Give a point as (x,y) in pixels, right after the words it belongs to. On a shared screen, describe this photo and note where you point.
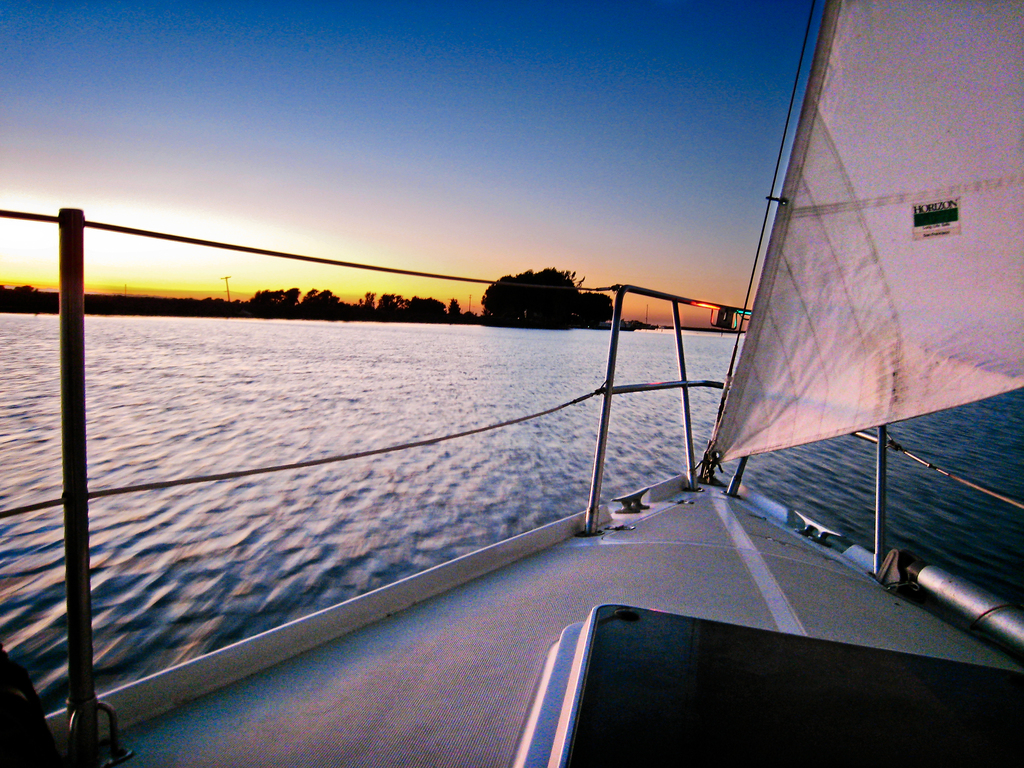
In this image there is a boat (553,703) on the water (525,501), and in the background (387,320) there are trees (271,300), sky (696,136).
